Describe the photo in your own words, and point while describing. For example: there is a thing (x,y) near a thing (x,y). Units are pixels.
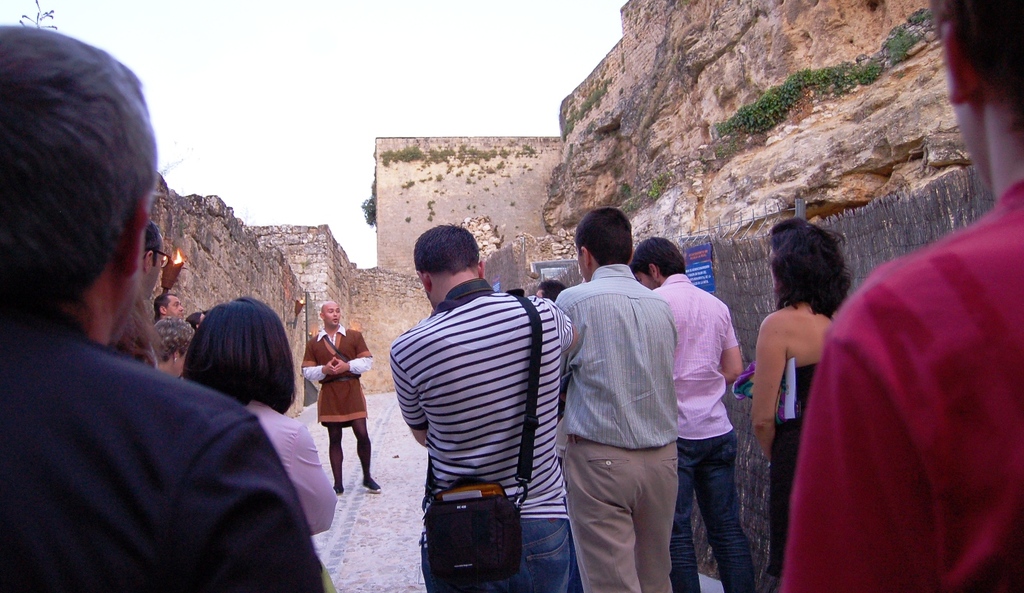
In the foreground of this image (702,385), there are few people (695,397) standing where a man (468,419) is wearing a bag (444,507). In the background (365,361), there is a man (354,406) standing, wall (418,279), fencing (760,244), cliff (700,126) and the sky (328,56).
